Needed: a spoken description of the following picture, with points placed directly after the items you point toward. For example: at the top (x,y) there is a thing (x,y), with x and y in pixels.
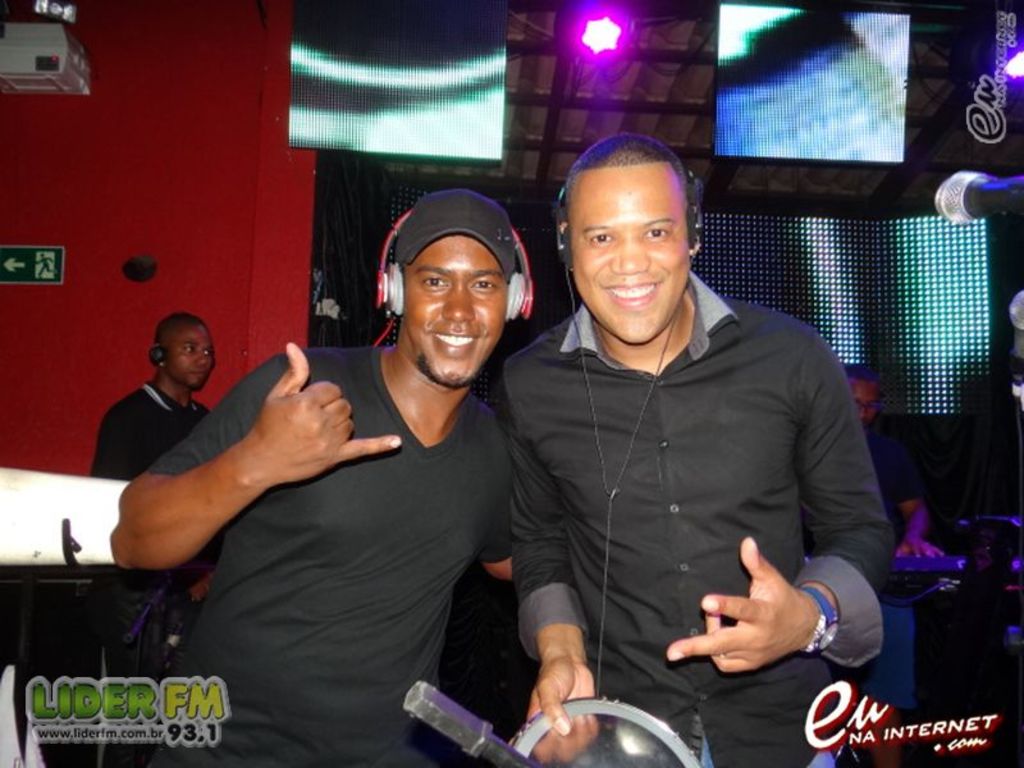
In the image I can see two people (509,422) who are wearing the headphones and behind there is an other person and some lights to the wall (111,49).
